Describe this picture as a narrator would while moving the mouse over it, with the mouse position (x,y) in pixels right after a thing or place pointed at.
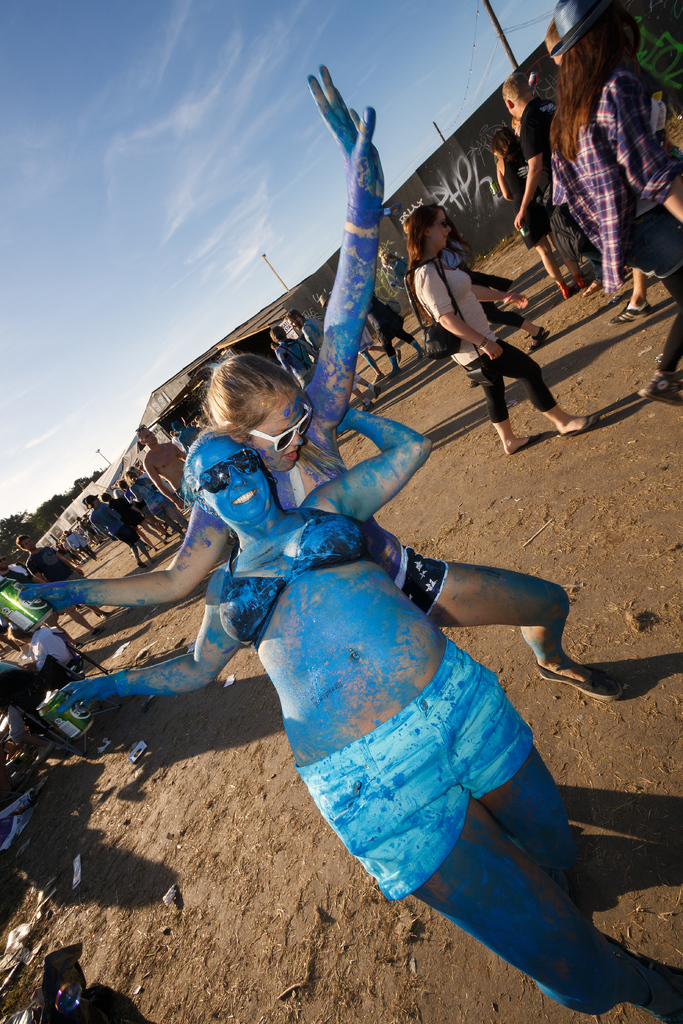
This image is rotated in the right angle and I can see two women (351,479) standing and giving pose for the picture with colors (343,346) and I can see a few people (629,138) behind and some tents (175,383) and at the top of the image (228,178) I can see the sky (216,94).
